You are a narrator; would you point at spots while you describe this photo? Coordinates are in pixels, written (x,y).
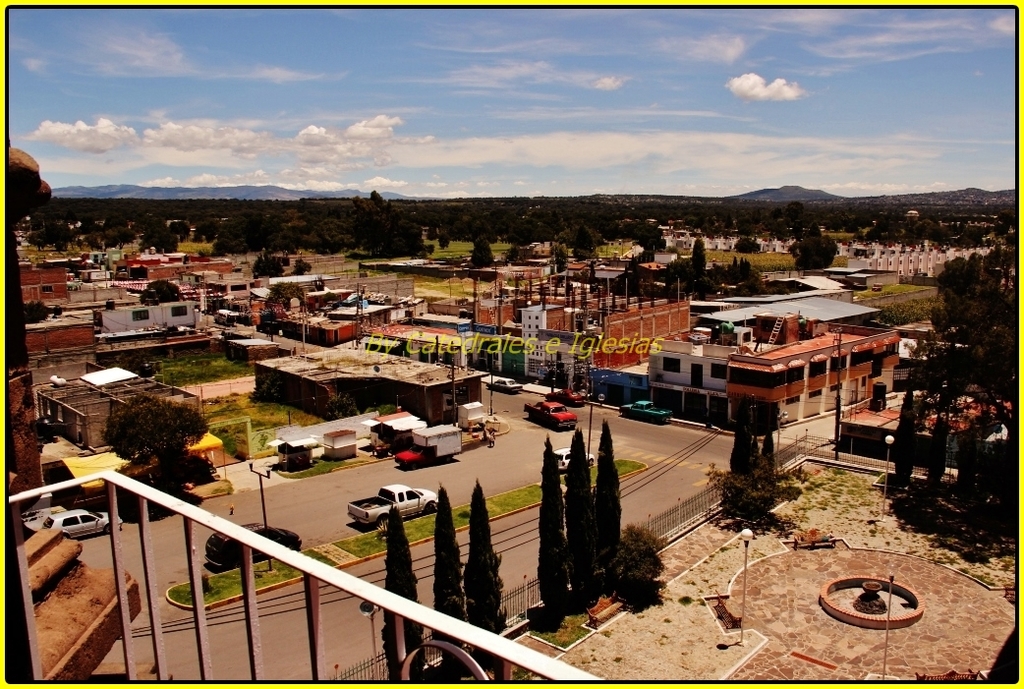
This is an image of a city (220,418). In this image there are few vehicles (547,406) are on the road (310,537), buildings (284,369), trees (774,497) and a sky (563,80).
